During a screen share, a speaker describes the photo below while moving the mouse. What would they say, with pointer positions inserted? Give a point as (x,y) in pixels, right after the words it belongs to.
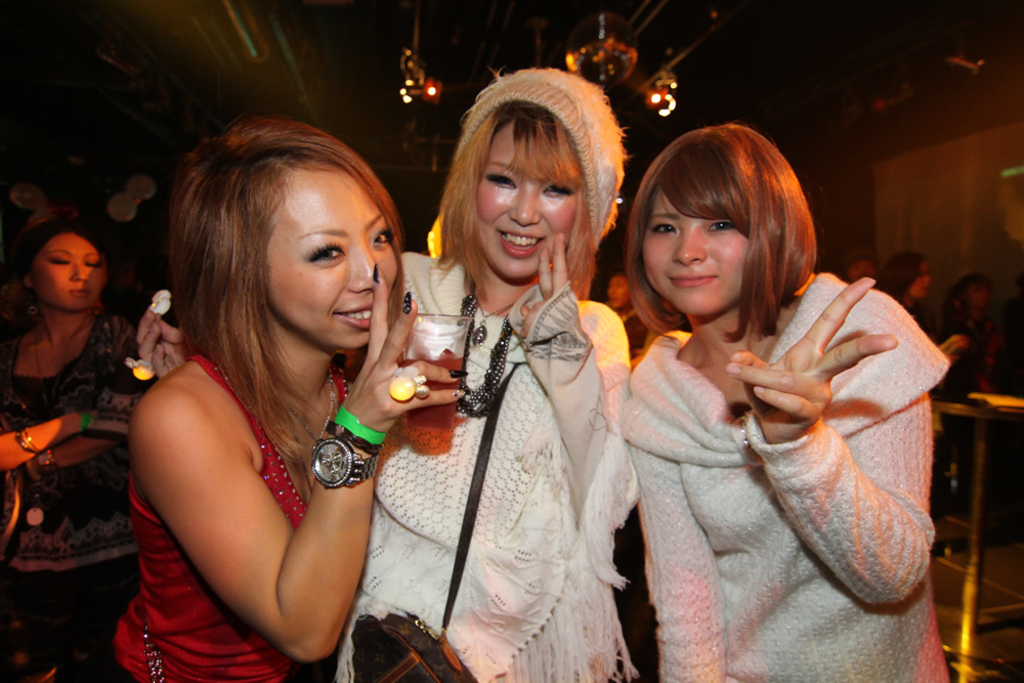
In this image there are three women (547,302), two are wearing white color hoodie (648,444) and one is wearing red color top (210,636) and giving a pose to a photograph, behind these women (333,446) there is a woman (70,401) standing near to them.
